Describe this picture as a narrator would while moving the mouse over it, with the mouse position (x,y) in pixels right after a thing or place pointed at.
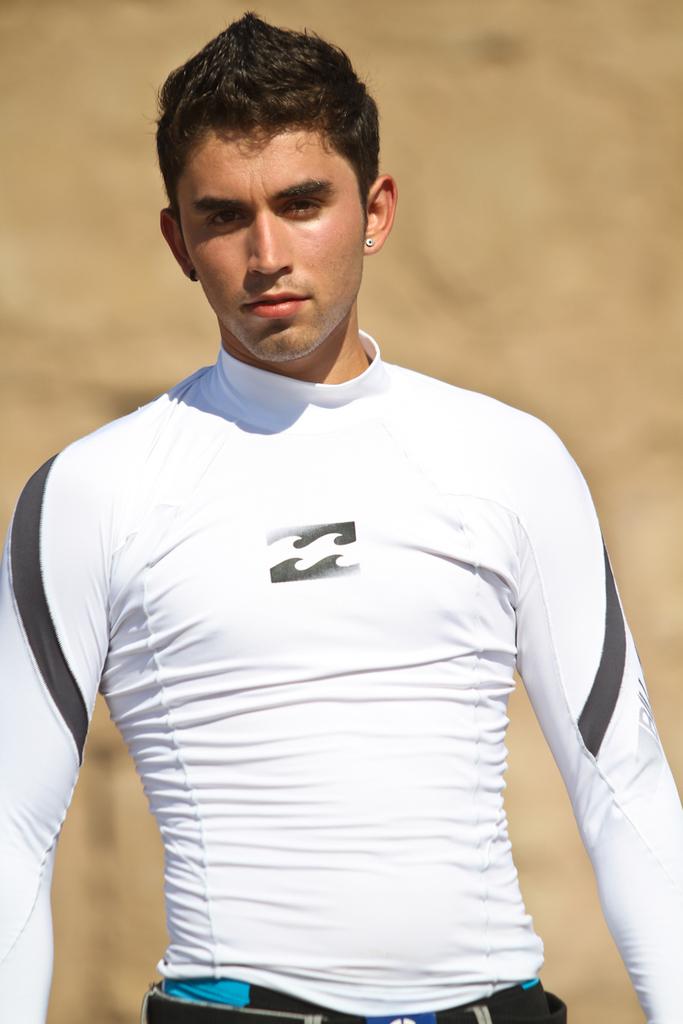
In this image we can see a person (434,649) wearing white and black color T-shirt (8,695) standing.
